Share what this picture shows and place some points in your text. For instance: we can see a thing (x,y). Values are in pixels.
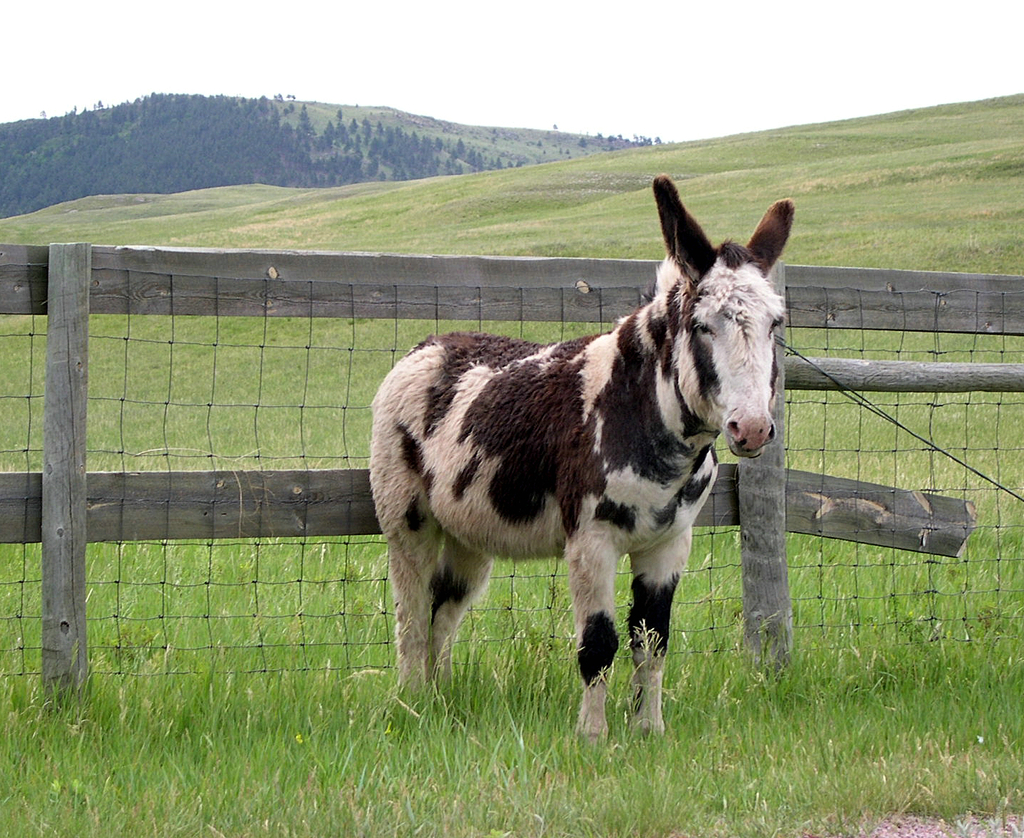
In this image there is the sky (656,61) towards the top of the image (871,51), there is a mountain (405,157), there are trees (232,143) on the mountain (353,138), there is grass (518,174), there is a fence (826,379), there is an animal (602,448), there is an object (890,417) towards the right of the image (903,424) that looks like a wire (1002,488).
